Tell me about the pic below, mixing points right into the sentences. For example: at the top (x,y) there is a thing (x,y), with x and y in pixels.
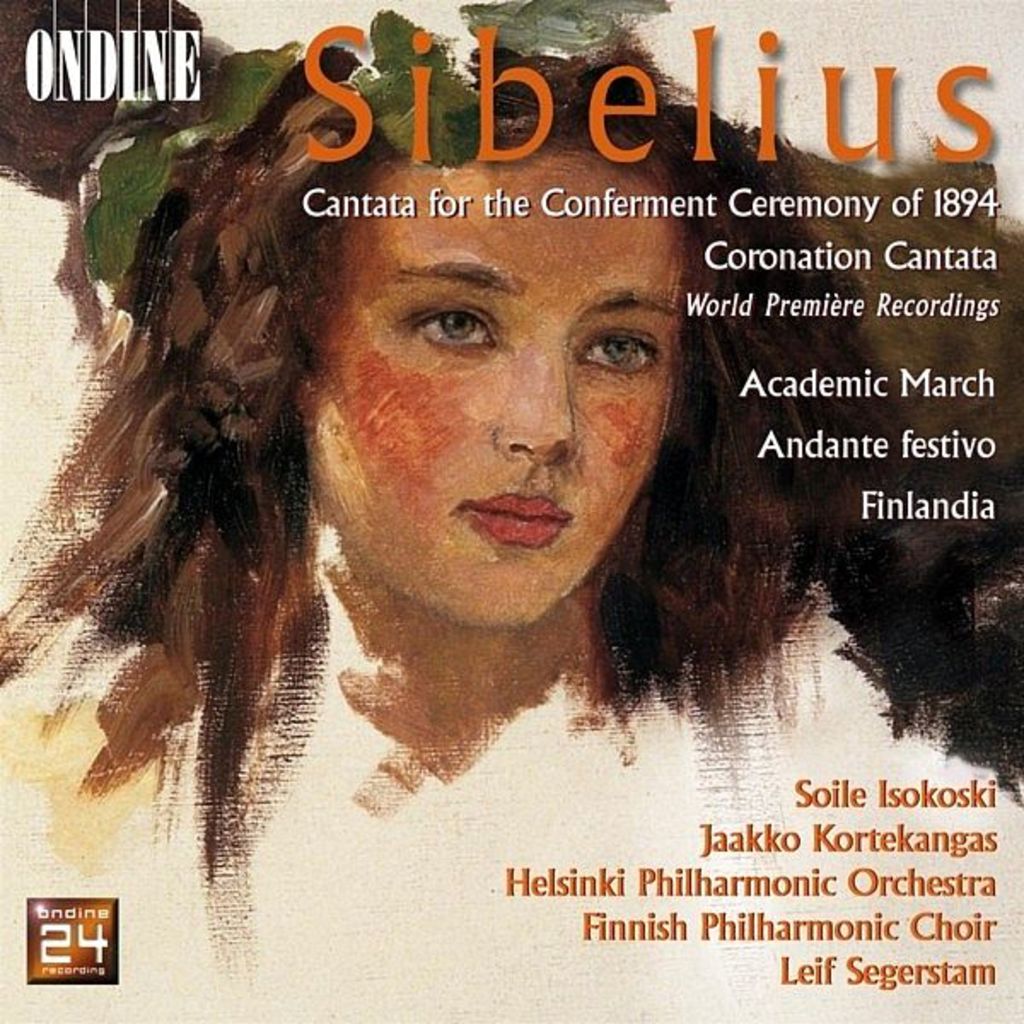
In this image I can see a poster (553,885). There is a painting (499,638) of a person (426,747) and some matter (719,307) is written on it.
